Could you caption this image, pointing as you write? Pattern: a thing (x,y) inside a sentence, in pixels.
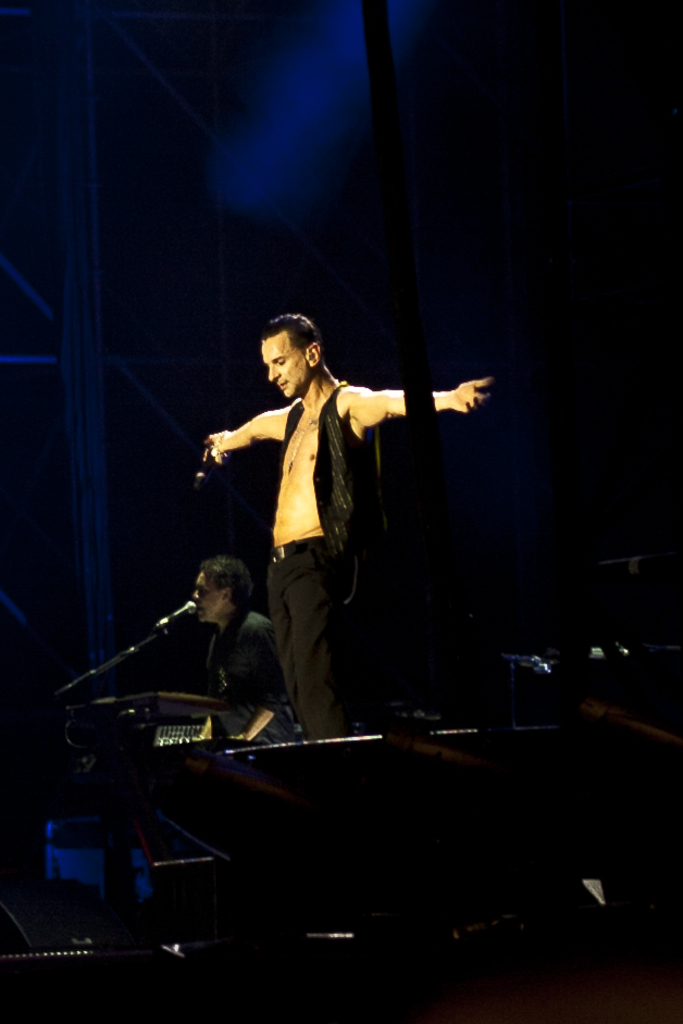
In the center of the image (295,677) we can see a person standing on the stage (433,745). We can also see a person (258,678) sitting beside him. We can also see a pole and a mic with a stand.
